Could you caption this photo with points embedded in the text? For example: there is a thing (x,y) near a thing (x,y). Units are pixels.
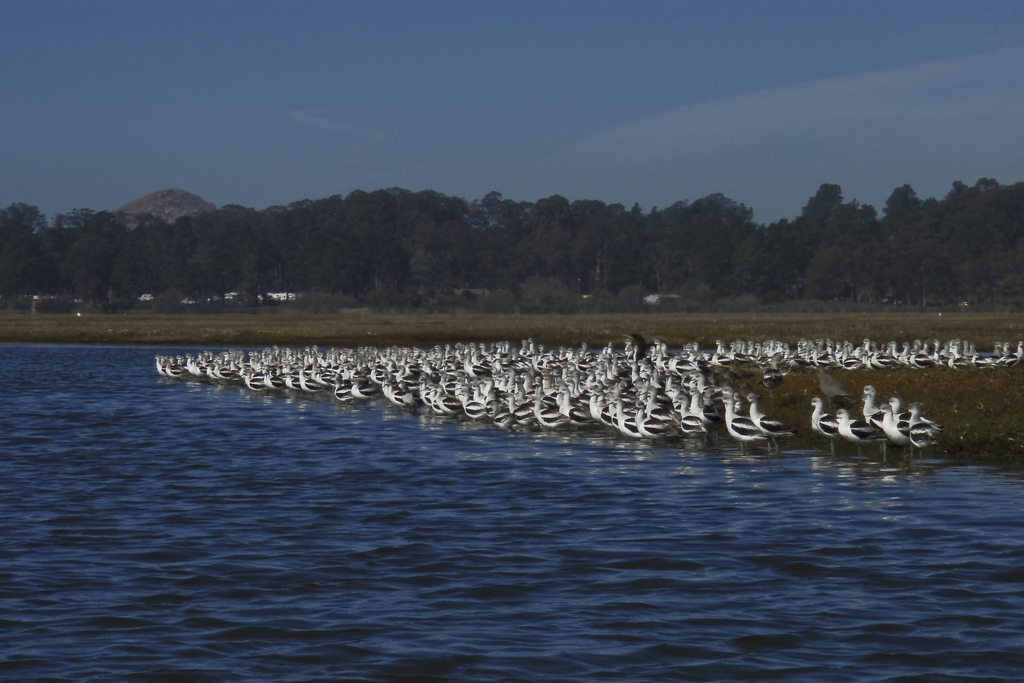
In this image we can see there are many birds (521,397) are in the water (507,510). In the background (380,262) there are trees (349,263) and sky (277,165).
